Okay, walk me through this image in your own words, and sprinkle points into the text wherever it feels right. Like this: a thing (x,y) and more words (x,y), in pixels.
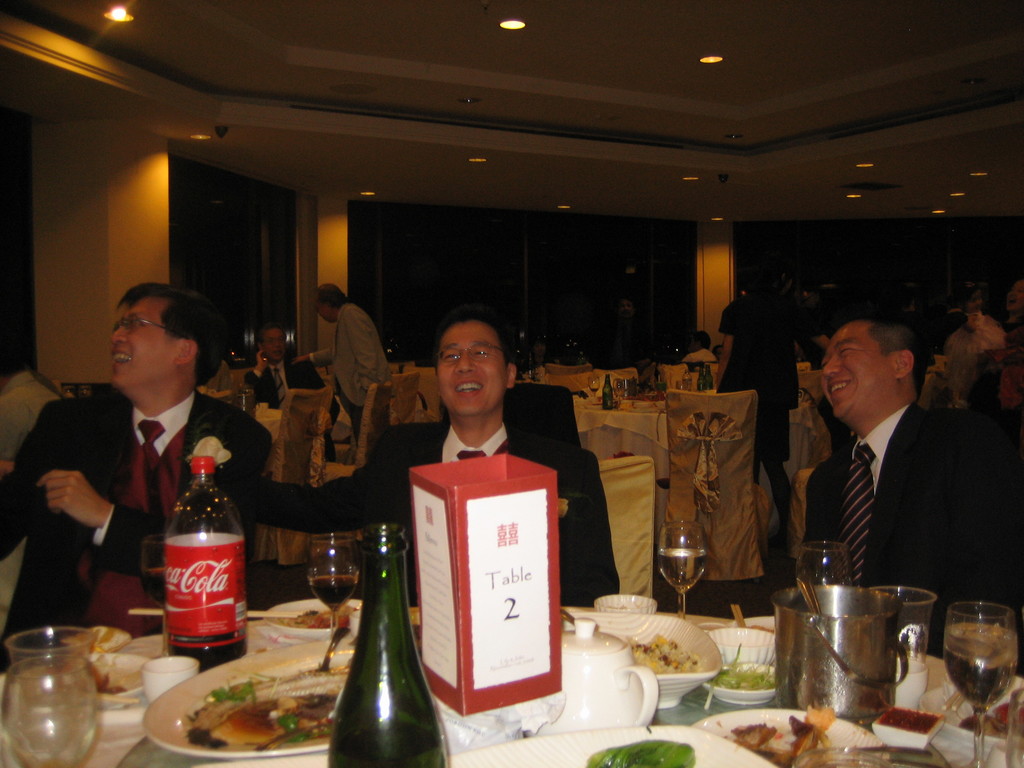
In this picture we can see group of people (366,484), few are sitting on the chairs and few are standing, in front of them we can see glasses (677,552), bottles (387,696), plates (276,672), bowls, food (730,674) and other things (503,708) on the tables (645,631), in the background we can see lights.
